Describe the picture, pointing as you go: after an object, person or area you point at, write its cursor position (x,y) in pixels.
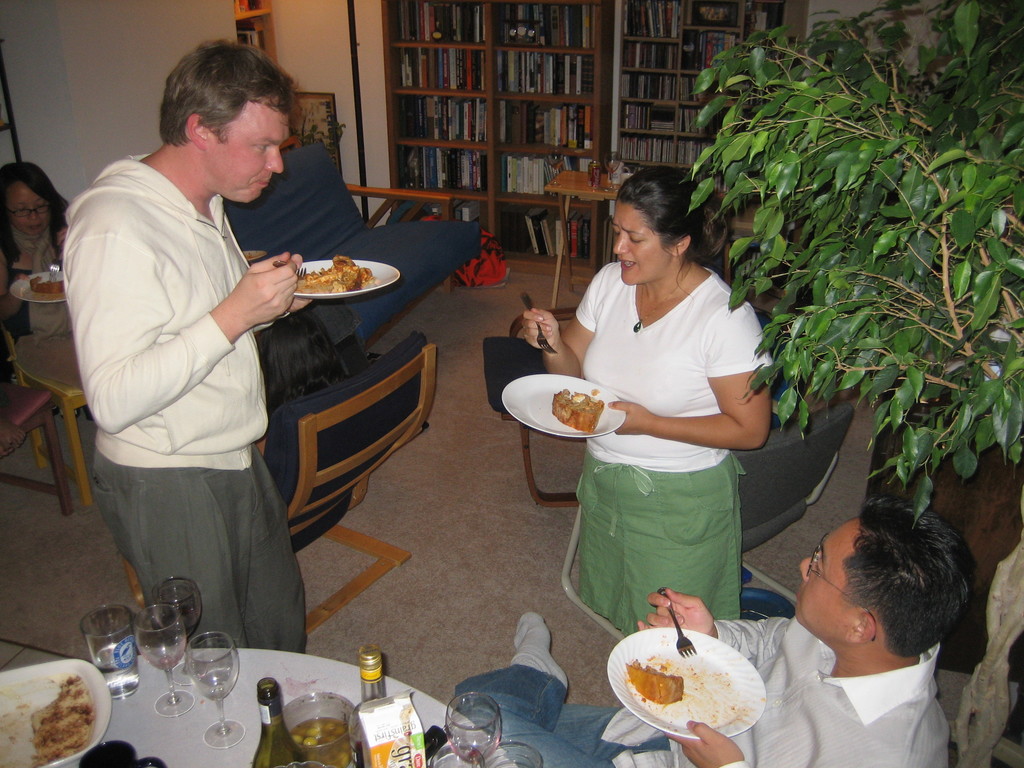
This picture is clicked inside the room (730,551) and we can see the group of persons (769,641). On the right (865,628) we can see a person (842,703) wearing shirt (818,713), sitting, holding a platter of food item (674,684) and a fork (684,644). On the left (160,715) we can see the table (252,710) on the top of which bottles (274,689), glasses (129,653) and some other items (40,703) are placed and we can see the two persons (657,259) standing, holding the platters of food (530,384) and the fork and seems to be eating. In the background (315,26) we can see the wall (308,41), wooden cabinets (398,93) containing books (564,141) and there are some objects (617,163) placed on the top of the table (561,173) and we can see the house plant (851,199), chairs (46,392), a person (23,328) sitting and seems to be eating the food (54,277) and we can see many other objects (484,253).
